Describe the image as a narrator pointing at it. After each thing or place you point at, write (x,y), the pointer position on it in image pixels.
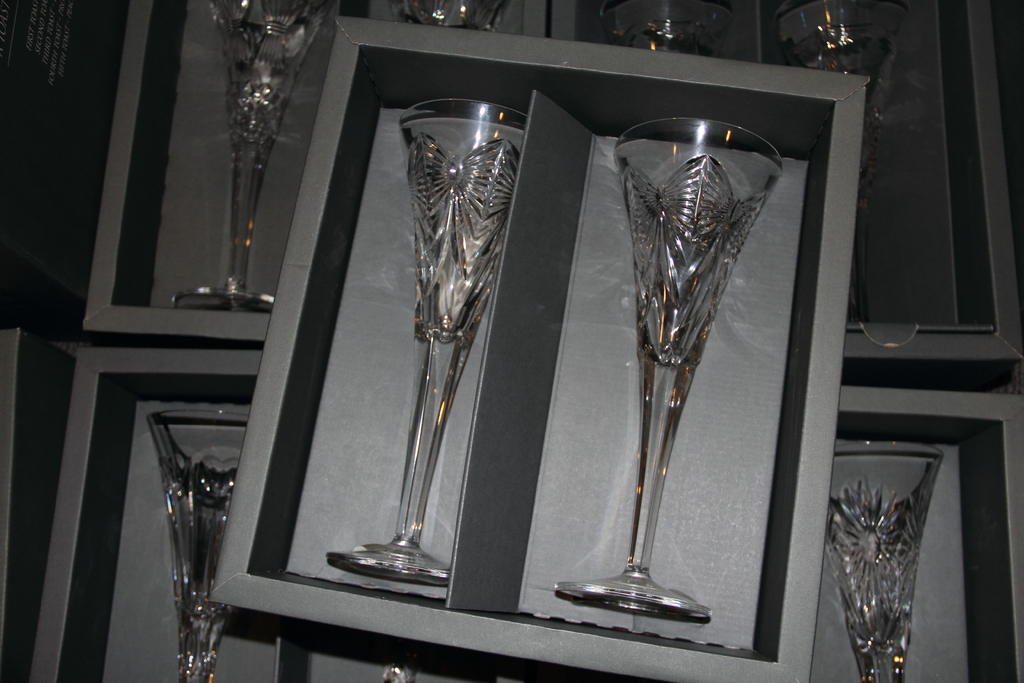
In this picture I can observe glasses (472,180) placed in the boxes (404,158) in the middle of the picture (458,357). The boxes (279,329) are in grey color.
